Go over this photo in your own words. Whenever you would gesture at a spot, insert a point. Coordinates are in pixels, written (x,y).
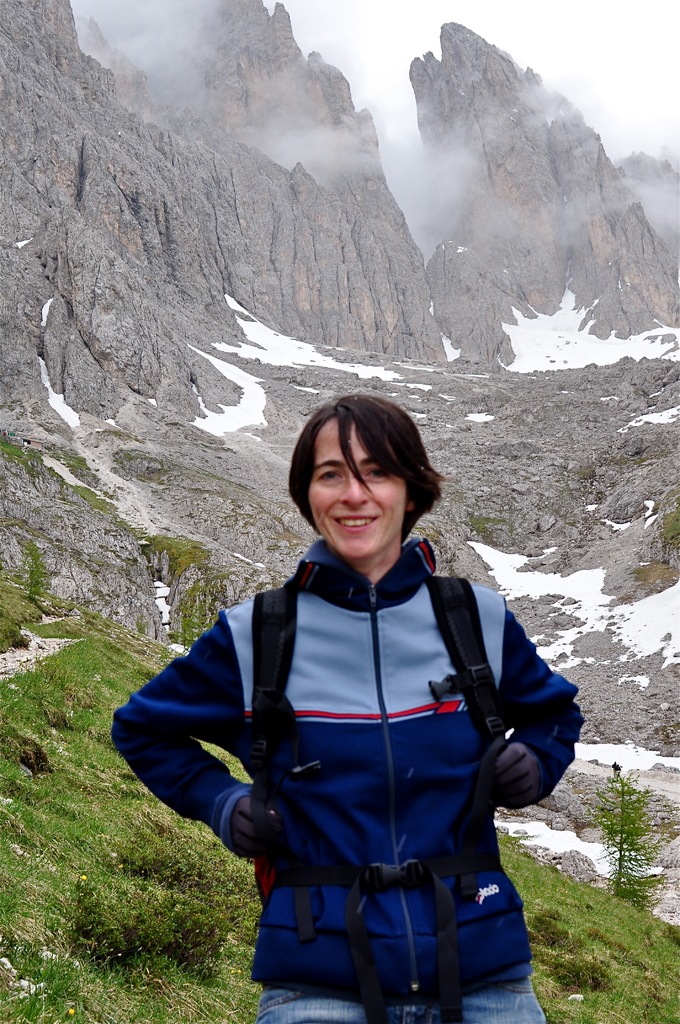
In this image there is a woman (397,630) standing. She is wearing a backpack (265,655). She is smiling. Behind her there's grass (62,810) on the hill (543,942). In the background (628,538) there are rocky mountains (482,378). There is snow (569,340) on the mountains (508,318). At the top (595,38) there is the sky (595,38). There is fog (391,161).
